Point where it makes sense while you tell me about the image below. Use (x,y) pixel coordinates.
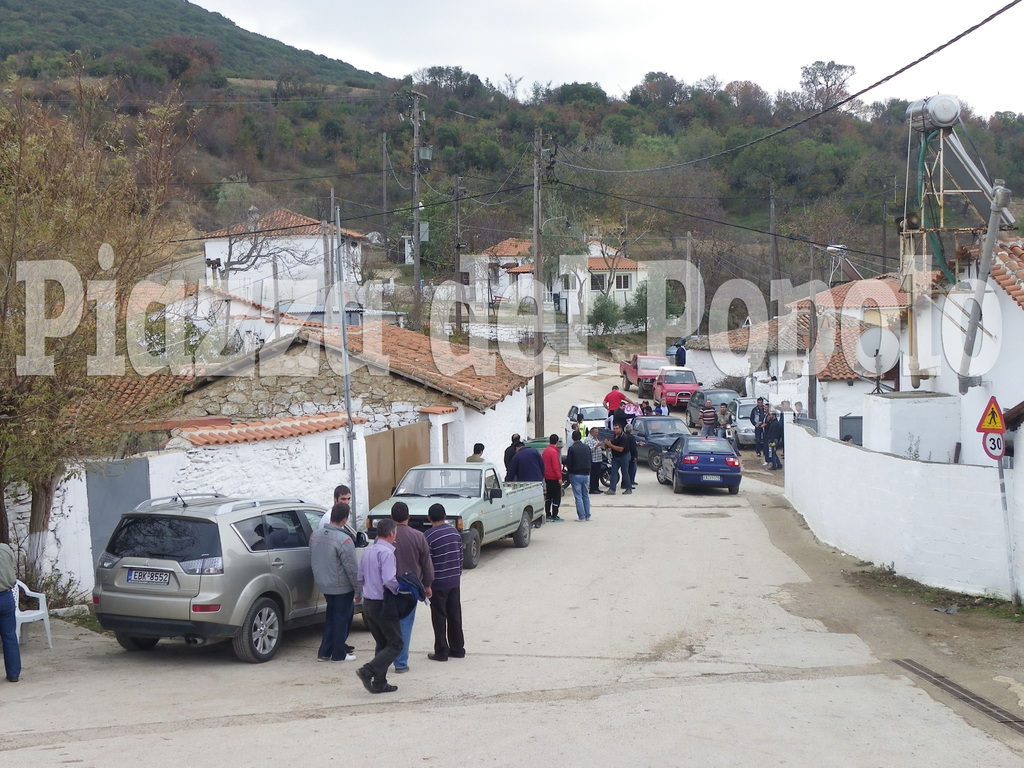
In this image, we can see vehicles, people (617,432), poles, houses (226,383), chair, plants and trees (737,283). At the bottom of the image (225,743), there is a road (32,671). In the background (717,13), we can see houses (857,374), people (760,414), poles (1005,530), hill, trees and the sky (703,4). In the middle of the image (507,333), there is a watermark (55,322).
